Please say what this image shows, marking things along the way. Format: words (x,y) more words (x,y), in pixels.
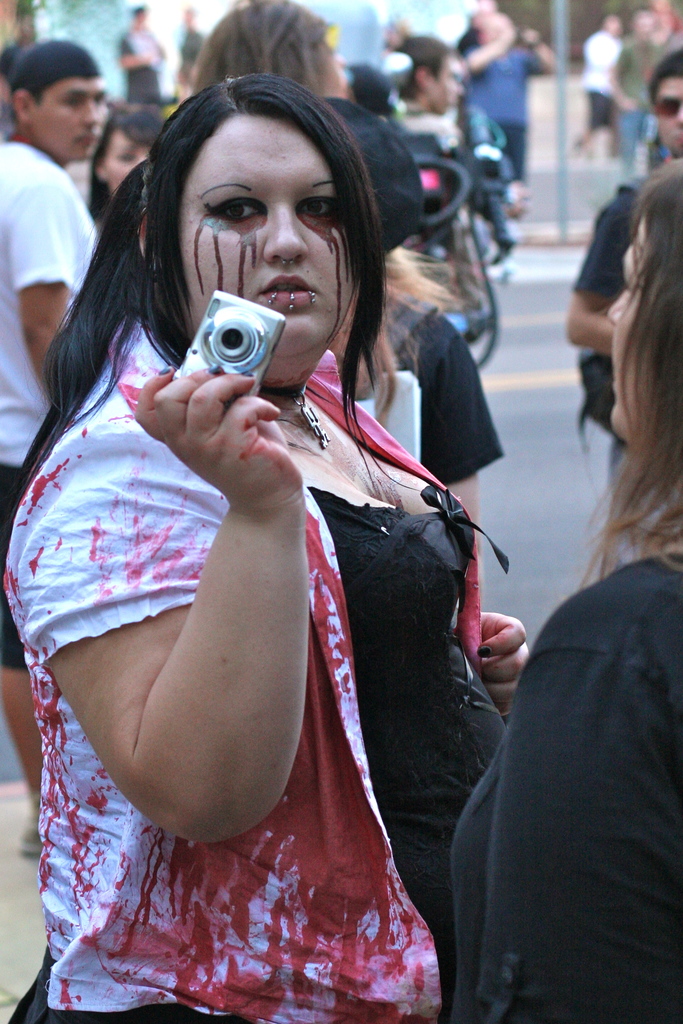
The women (138,513) wearing white and red shirt (298,795) is holding a camera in her right hand (239,501) and there are group of people (354,108) behind her.
